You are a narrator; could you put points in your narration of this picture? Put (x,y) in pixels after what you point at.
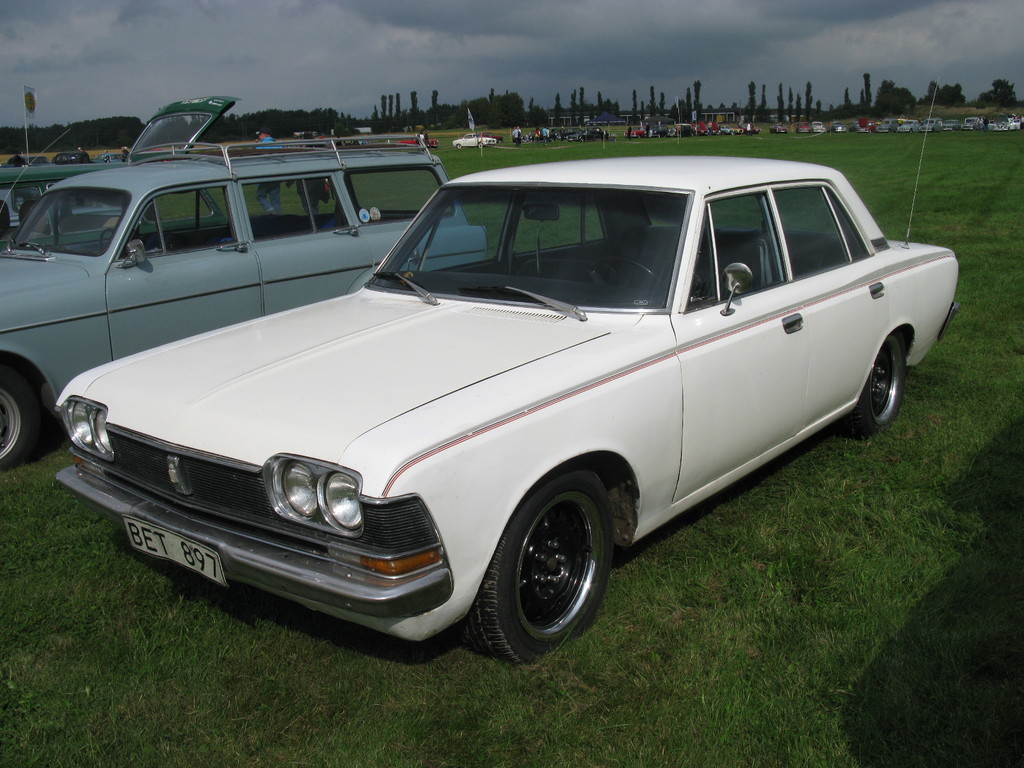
Here we can see three vehicles (120,279) on the grass (828,765). In the background (92,97) there are few vehicles (701,126), people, poles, trees (820,105) and clouds (442,91) in the sky (475,90).
